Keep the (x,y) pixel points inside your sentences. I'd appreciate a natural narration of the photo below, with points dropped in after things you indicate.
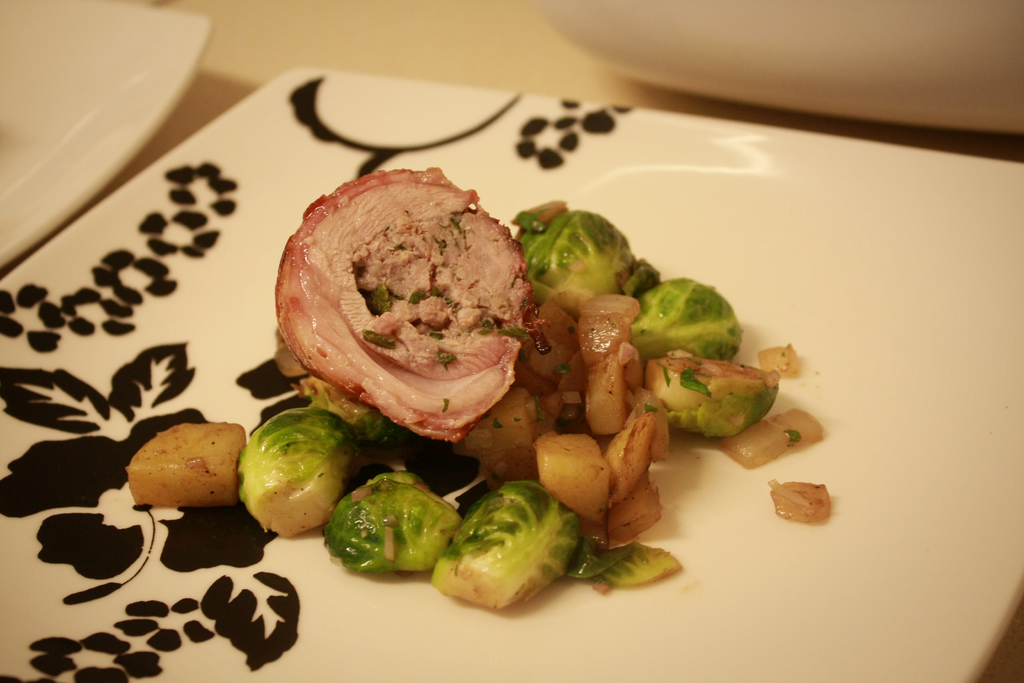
In this picture we can see plates (268,593) and a food item (454,204) on a plate (274,247) and these are placed on a platform (456,25).
